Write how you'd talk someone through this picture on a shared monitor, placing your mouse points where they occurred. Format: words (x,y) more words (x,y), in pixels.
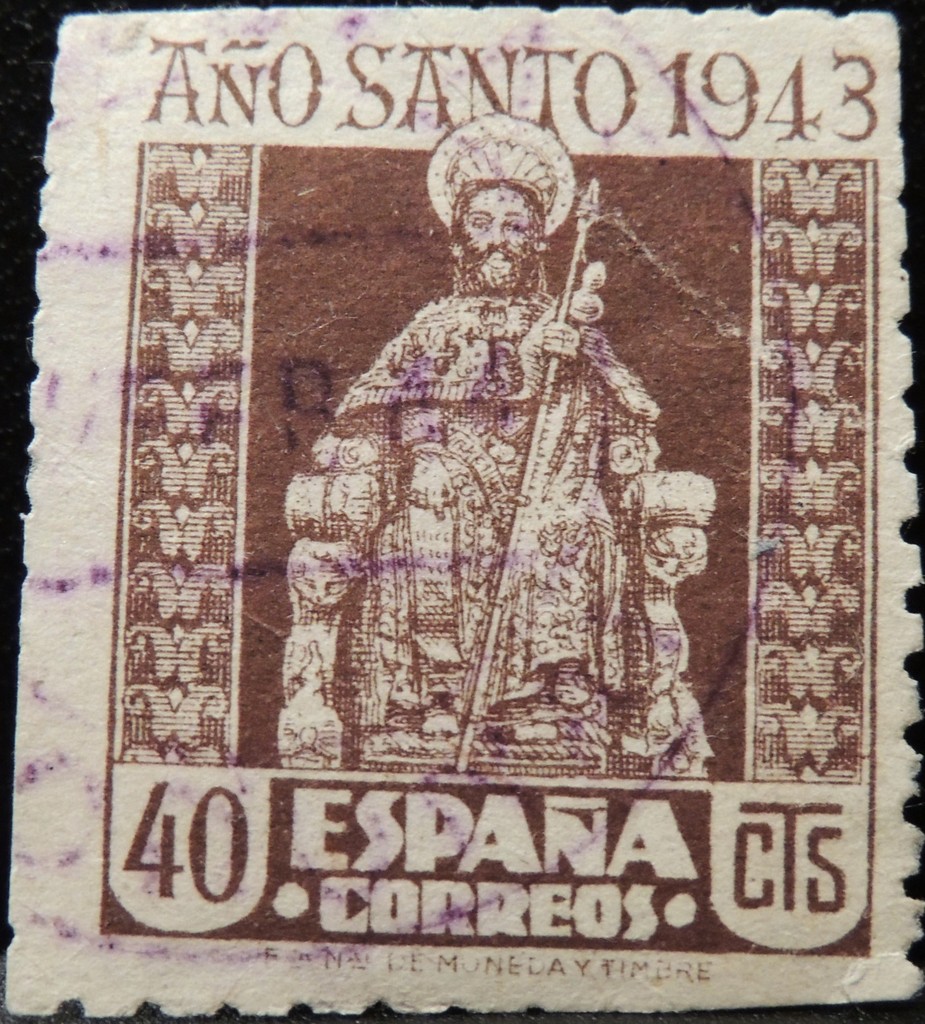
In this picture we can see a stamp (585,623), in the stamp (349,524) we can find some text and a person (521,614).
